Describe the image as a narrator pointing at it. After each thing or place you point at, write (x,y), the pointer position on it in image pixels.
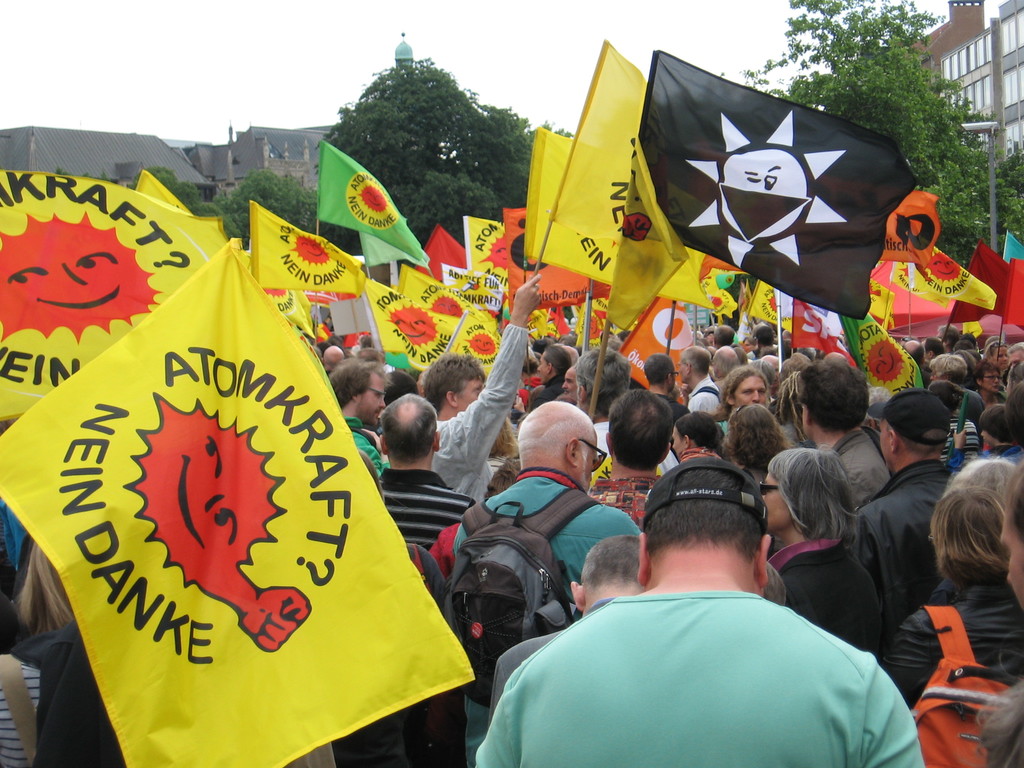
In the center of the image (603,387) a group of people (561,411) are standing and some of them are holding flags (671,346) and bags (542,518) are carrying. In the background of the image (494,168) we can see a buildings (978,94), trees (437,131) and electric pole (981,127) are present. At the top of the image (492,22) sky (506,24) is there.
